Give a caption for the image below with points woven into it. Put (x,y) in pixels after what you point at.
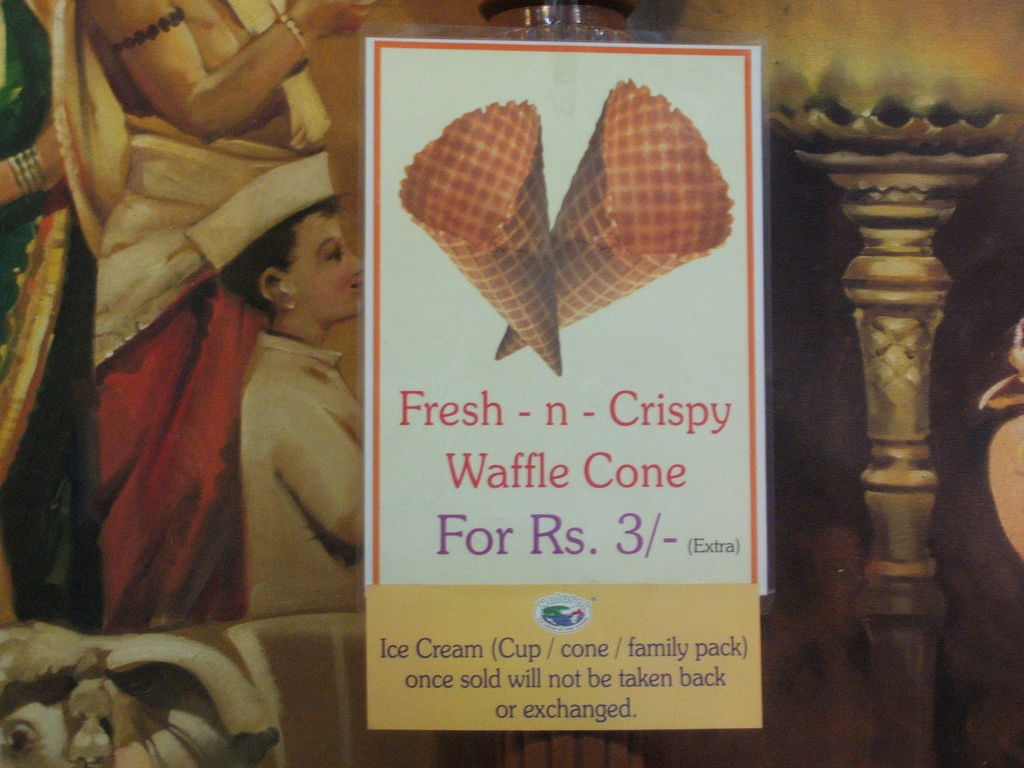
In the center of the image (506,394) we can see a poster (544,465) with the text (609,549) and also cones (551,252). In the background (1017,169) we can see the painting (61,572) with a boy (313,268), man (130,15) and also the woman (6,507) and some object (873,246) on the right (898,431).
